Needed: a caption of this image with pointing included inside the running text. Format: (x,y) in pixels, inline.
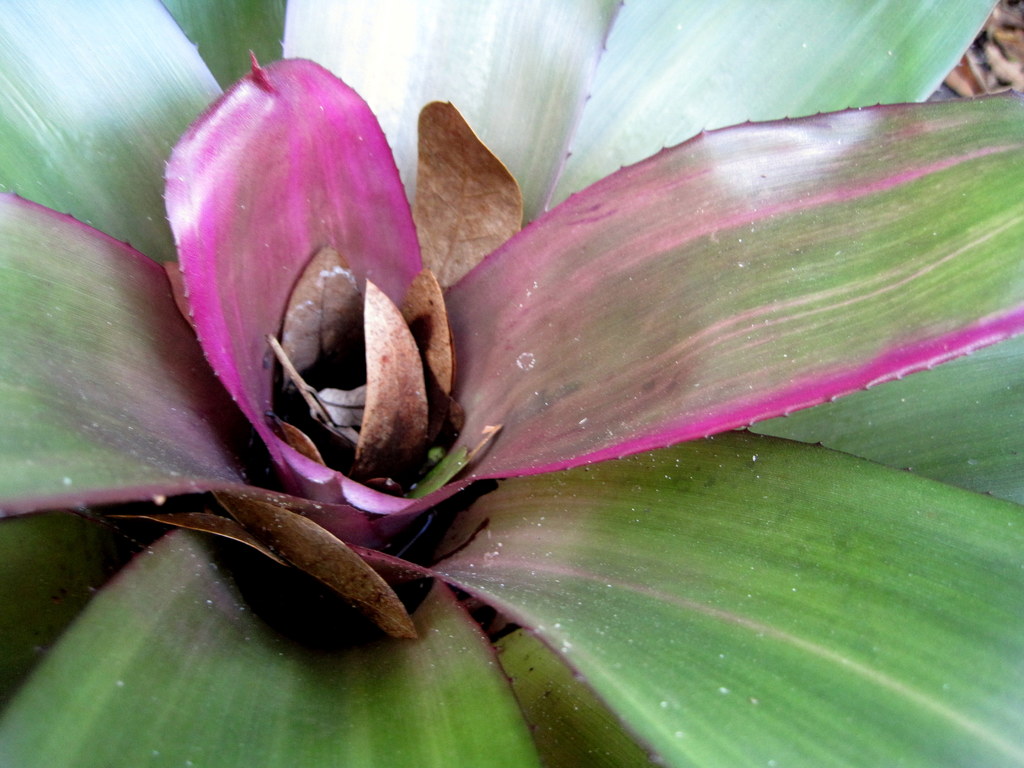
In this image we can see a bromeliad plant (524,309), and at the right corner of the image (997,75) there might be some leaves (980,62) on the ground (986,47).
